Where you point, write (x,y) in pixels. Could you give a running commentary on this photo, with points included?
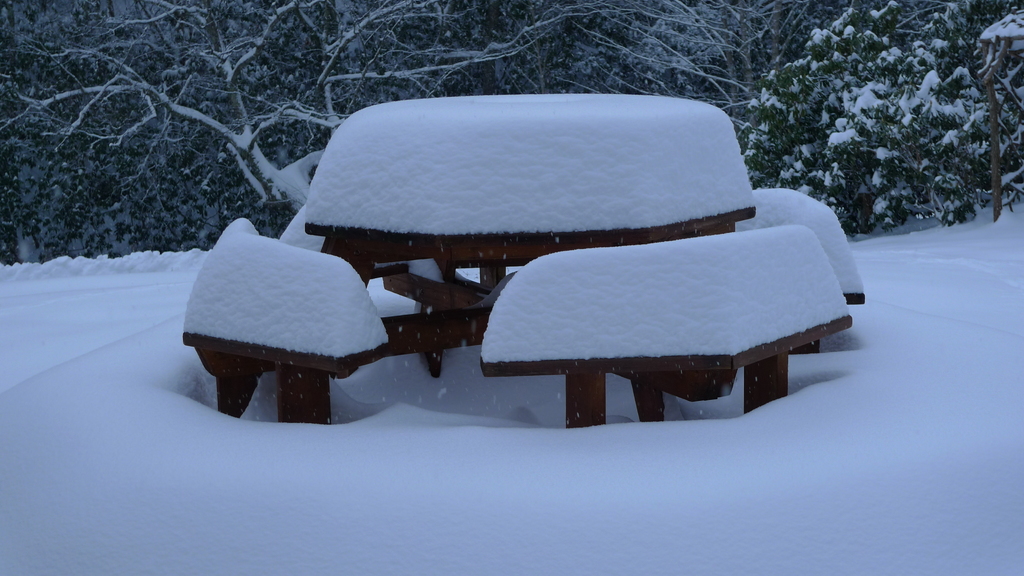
In this picture there is snow (181,425) around the area of the image and there are trees (411,5) at the top side of the image (906,155).
